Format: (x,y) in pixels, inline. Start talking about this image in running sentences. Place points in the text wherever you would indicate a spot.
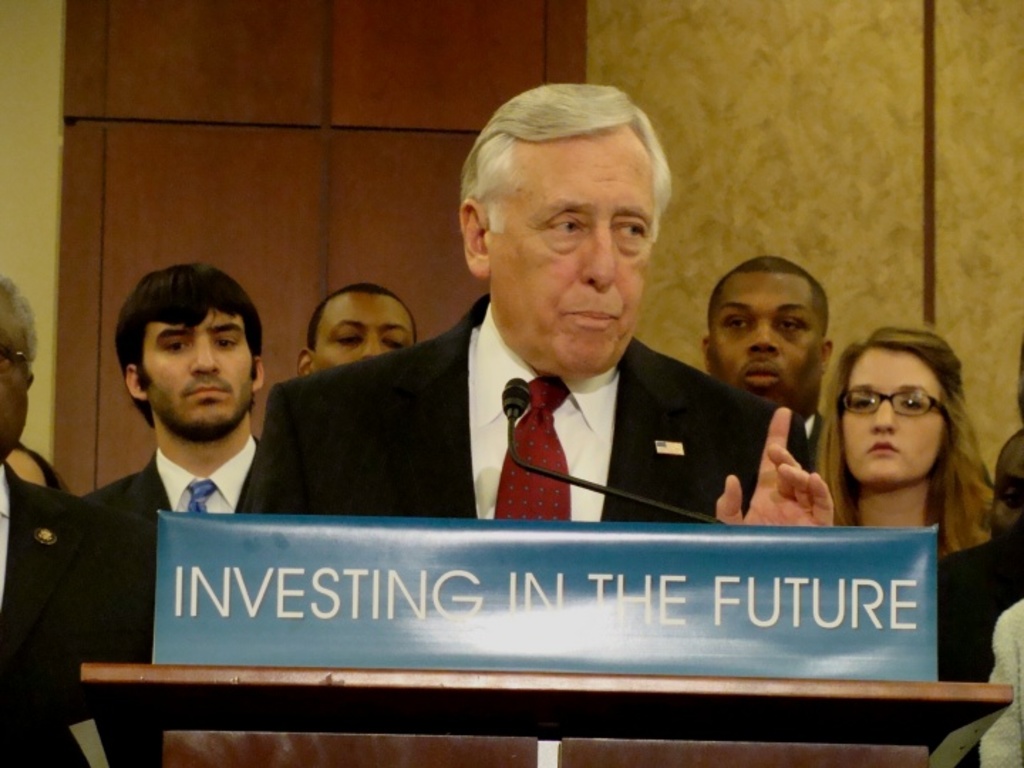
There is a man (500,350) talking on the mike (669,505) and this is a podium (572,711). Here we can see few persons (810,371). In the background (931,117) there is a wall (298,19).
